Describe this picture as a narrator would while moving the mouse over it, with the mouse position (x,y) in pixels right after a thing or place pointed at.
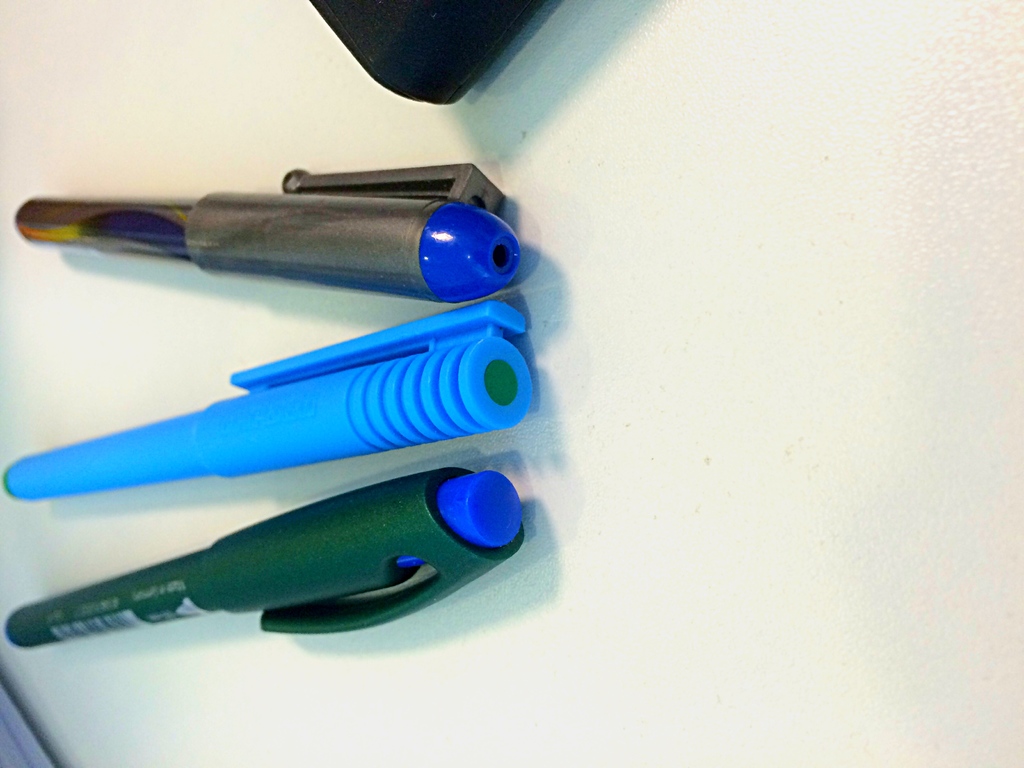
There are 3 pens (434,490) on a white surface (769,467). They are blue and green in color.
